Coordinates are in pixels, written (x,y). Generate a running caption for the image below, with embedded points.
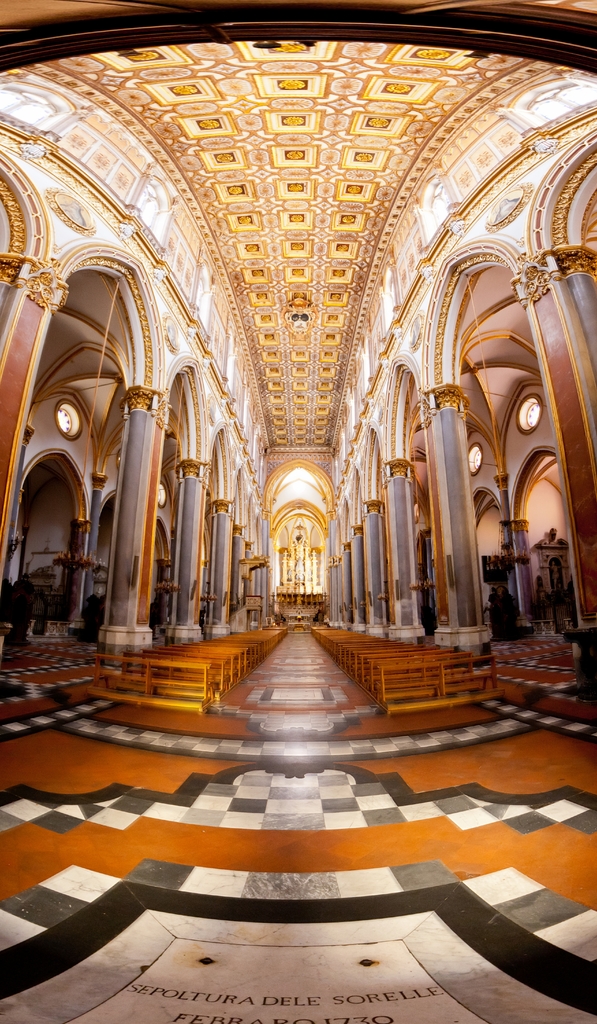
A picture inside of a building (331,575). Here we can see pillars (577,540) and benches (229,639).
